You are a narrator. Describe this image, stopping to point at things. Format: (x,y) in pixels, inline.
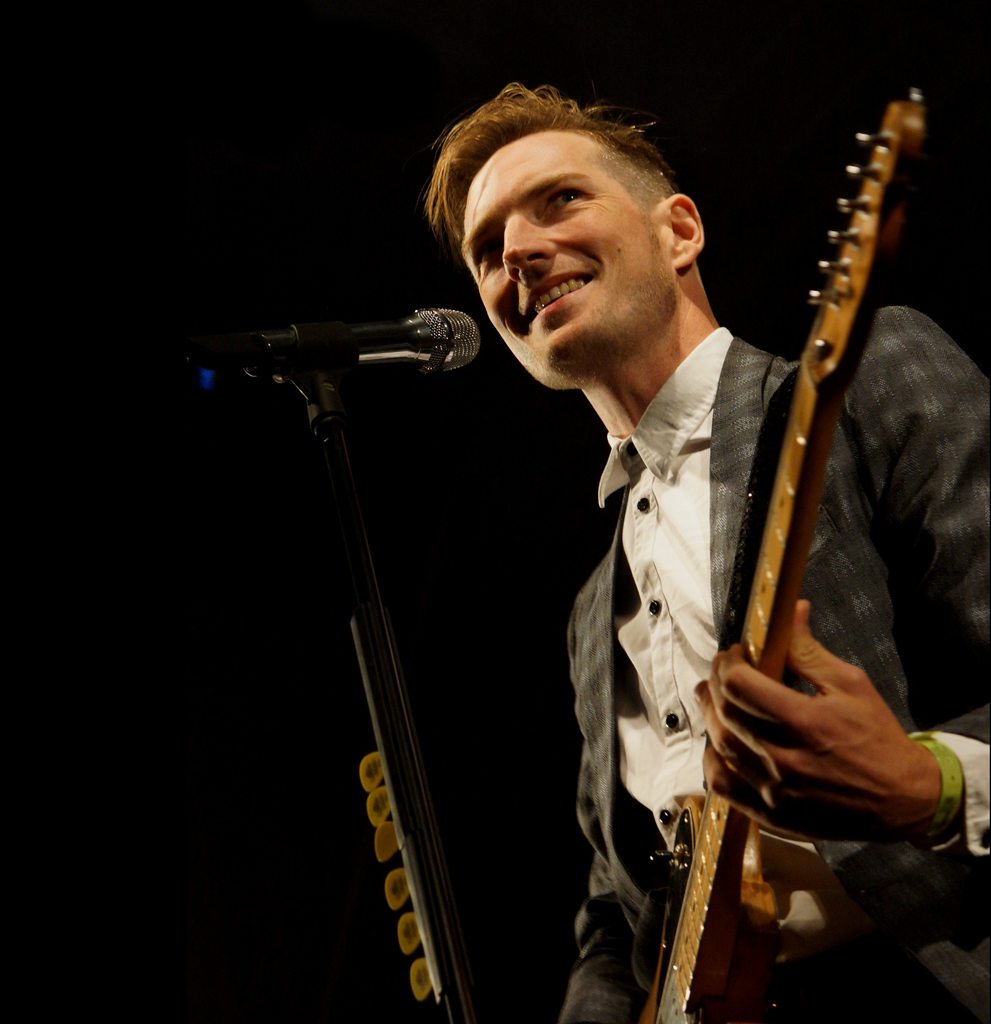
In this picture one person (727,683) is standing and he is holding a guitar (723,847) in front of the person (577,282) there is a microphone (438,347) and he is just singing a song and playing a guitar (723,832).
